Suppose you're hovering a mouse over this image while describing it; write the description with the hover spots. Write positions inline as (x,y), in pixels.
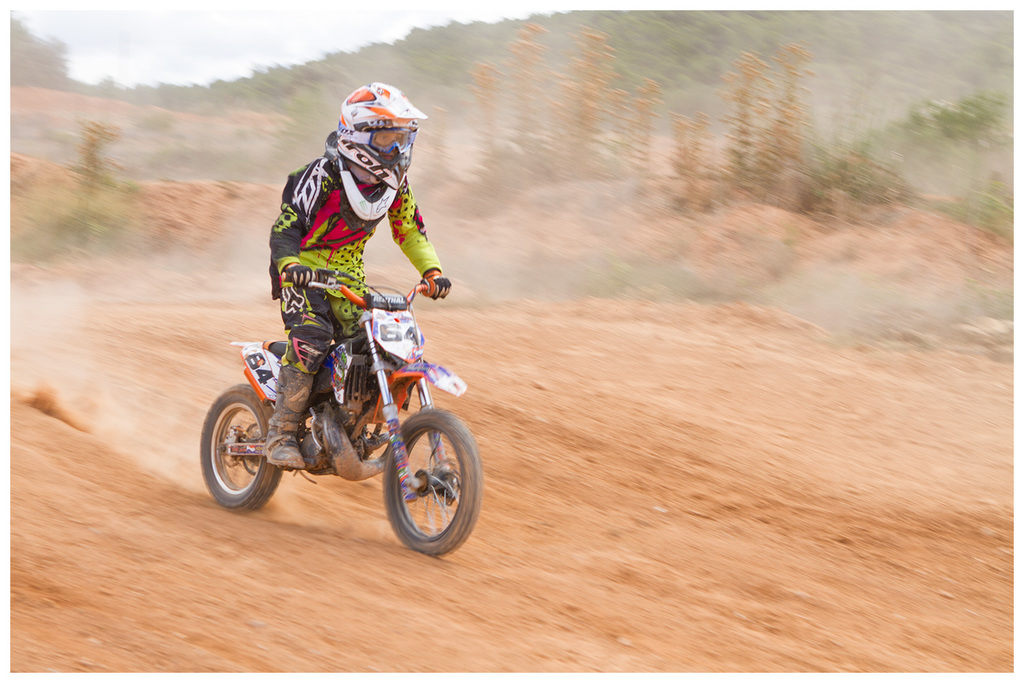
Here I can see a person (399,133) wearing jacket (333,202), helmet (357,152) on the head (386,159) and riding the bike (381,420) on the ground (368,607). In the background (639,165) there are some plants (598,99) and a hill (841,65).
